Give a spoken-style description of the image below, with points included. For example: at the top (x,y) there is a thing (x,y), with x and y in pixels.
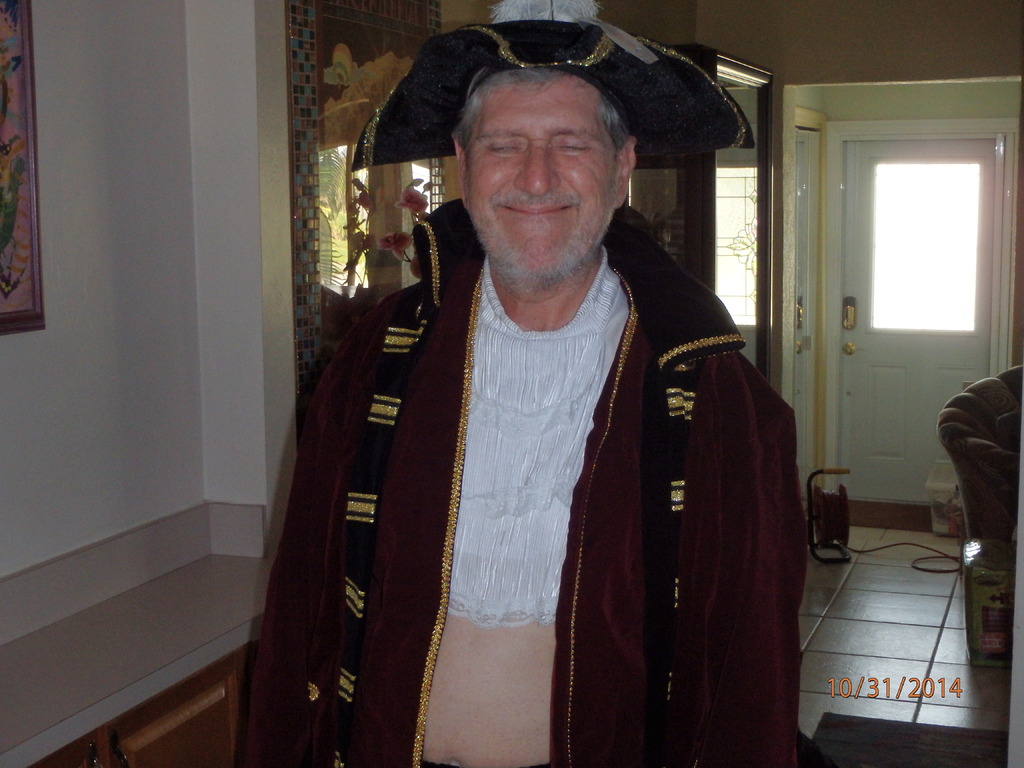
In this image we can see a person (562,451) standing in the room (544,374), there is a photo frame (8,105) on the left side of the wall (240,214), there is a door (882,499), a couch (991,467) and few other objects (834,499) on the floor (912,613).
